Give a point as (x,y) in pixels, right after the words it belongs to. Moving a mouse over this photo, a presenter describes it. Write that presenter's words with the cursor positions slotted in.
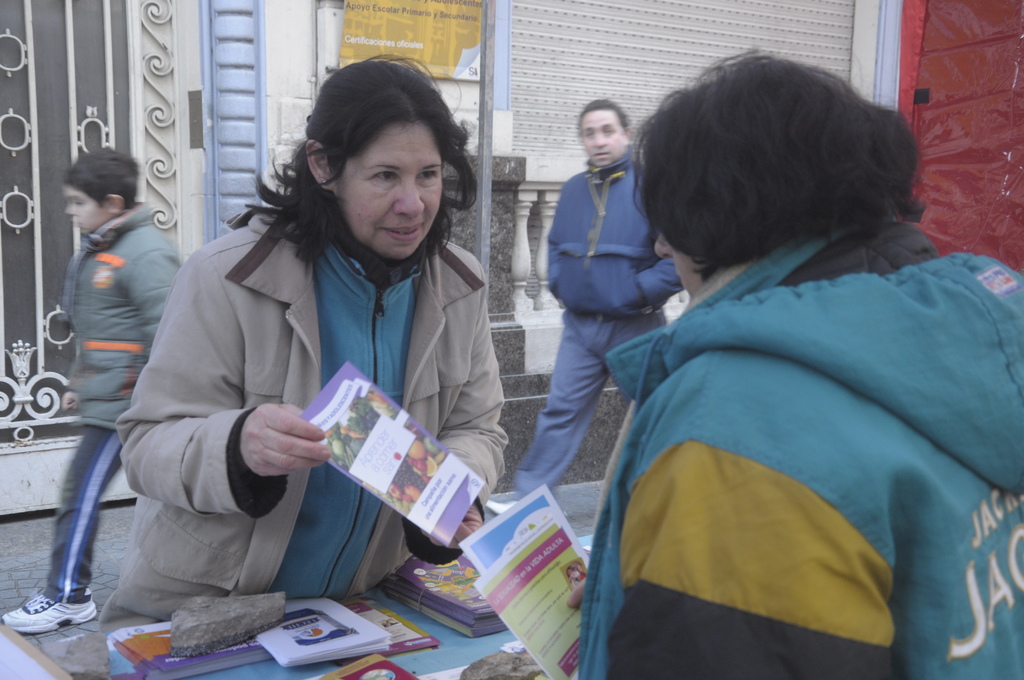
In front of the image there are two persons (798,498) standing and holding pamphlets (532,562) in their hands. In the middle of them there is a table (458,646) with pamphlets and stones (524,664). In the background (633,298) there are two persons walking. Behind them there is a wall (276,14) with a gate (35,293), poster (448,46) and some other things (329,27).
